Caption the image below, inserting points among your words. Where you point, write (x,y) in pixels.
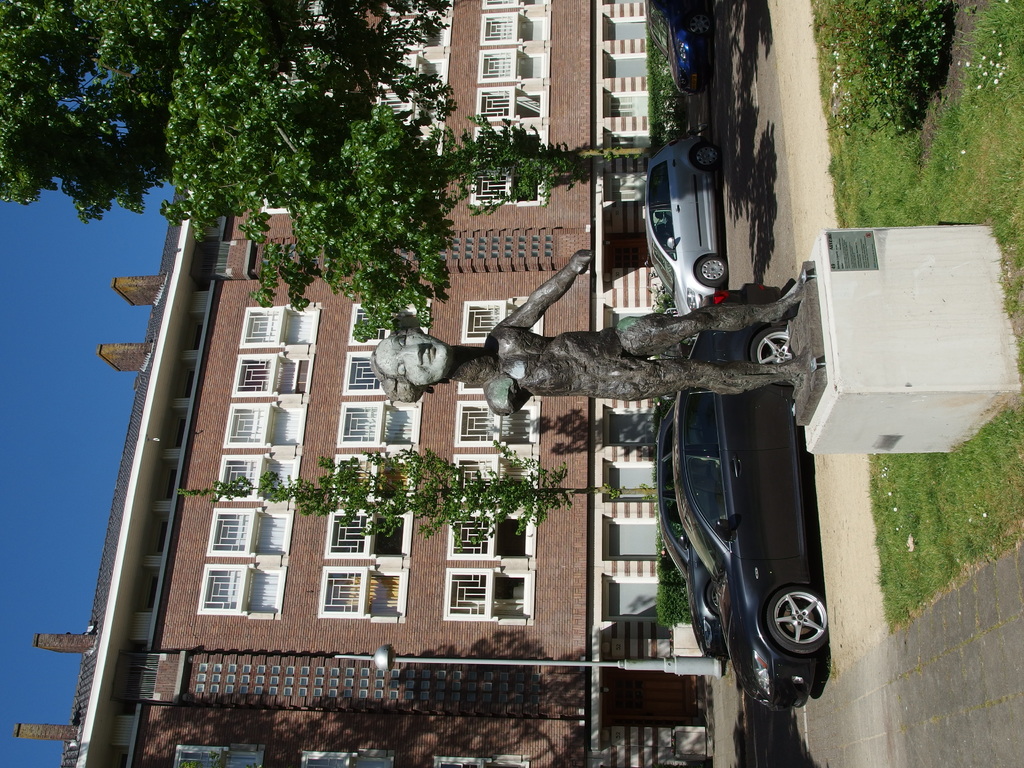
In the center of the image (568,392) we can see a statue (714,310) on a stand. We can also see some plants (657,307), grass (984,46), vehicles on the ground (855,455), a pole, trees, a building (591,524) with windows (647,484) and the sky (63,440) which looks clear.
